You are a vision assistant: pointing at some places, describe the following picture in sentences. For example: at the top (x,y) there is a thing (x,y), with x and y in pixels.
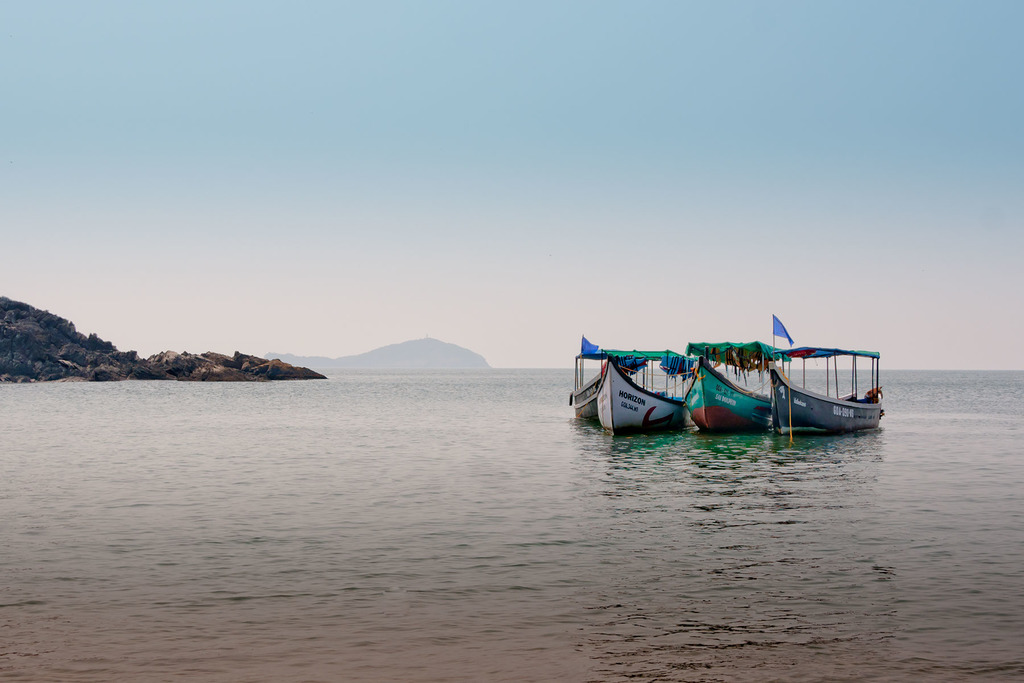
At the bottom of the image (419,584) there is water (488,540). On the water (800,628) there are boats (732,382) with poles (854,361) and flags (585,351). On the left corner of the image (27,319) there are hills (38,325). At the top of the image (614,188) there is sky (804,210).
